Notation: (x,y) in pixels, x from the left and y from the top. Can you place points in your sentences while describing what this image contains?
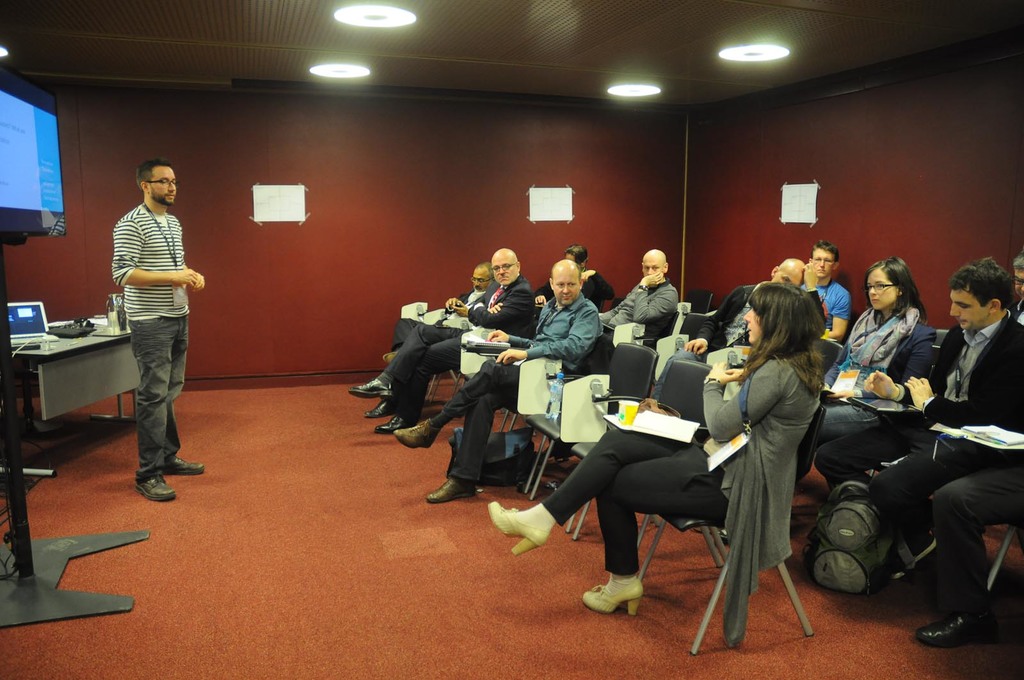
In this image I can see number of persons (727,415) are sitting on chairs (658,343) which are black and white in color and I can see few papers (660,414) in front of them. I can see a bag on the brown colored floor (833,593). To the left side of the image (163,180) I can see a person (161,478) standing, a screen (37,154), a table (83,370) and on the table (68,349) I can see a laptop (35,306) and few other objects (68,321). In the background (92,310) I can see the maroon colored wall (363,212), the ceiling (446,72) and few lights (385,16) to the ceiling (629,67).
